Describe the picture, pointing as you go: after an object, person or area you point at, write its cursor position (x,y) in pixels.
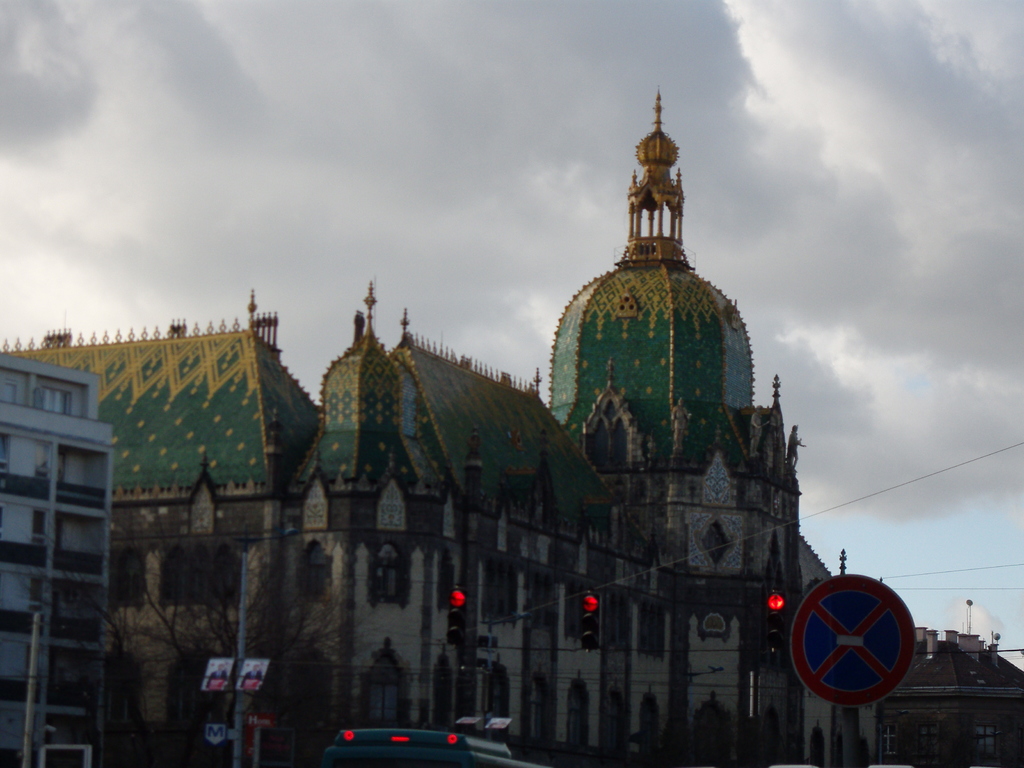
Here we can see a sign board pole (811,635), vehicle (413,757) and poles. In the background (294,629) there is a bare tree (126,653), buildings (966,743), windows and clouds (381,134) in the sky (510,80).
